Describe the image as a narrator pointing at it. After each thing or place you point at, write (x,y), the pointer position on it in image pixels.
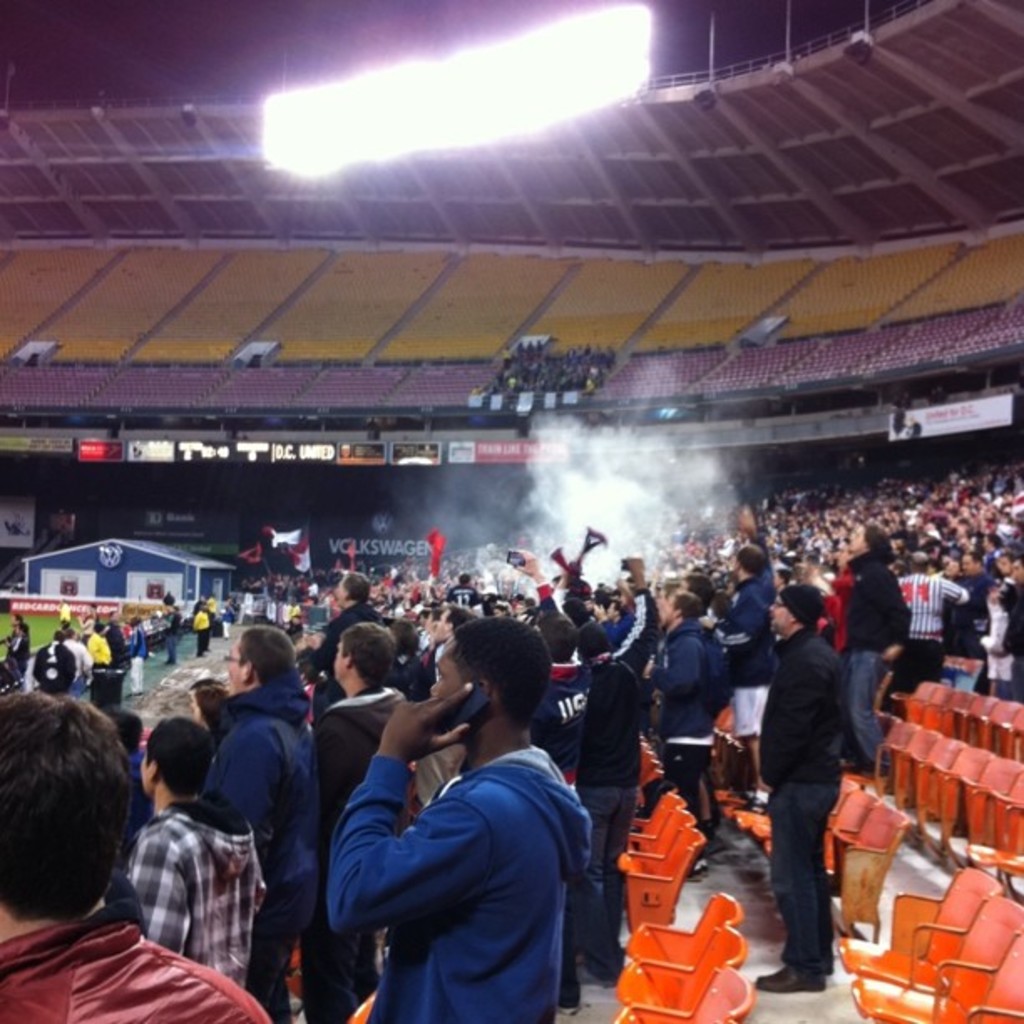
The image is taken in a stadium (109,286). In the foreground of the picture (576,626) there are people (425,590), flag (307,564), smoke (607,490) and chairs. In the background (342,365) there are chairs (495,368), hoardings (504,445). At the top (324,150) there are flood lights (422,109).
